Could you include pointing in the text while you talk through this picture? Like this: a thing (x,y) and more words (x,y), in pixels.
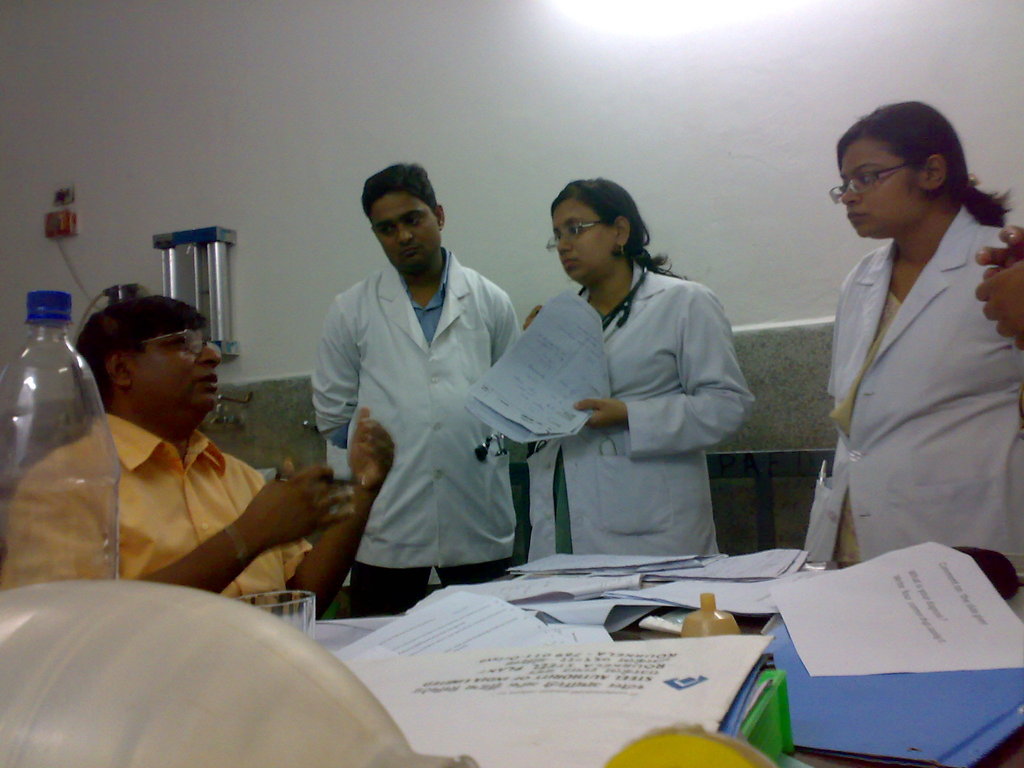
In this image there are group of person (439,435) standing and sitting. The woman (535,463) in the center (629,429) is standing and holding a paper (572,407) in her hand (605,402). In the front (600,676) on the table (547,658) there are paper (521,649), glass (307,612), bottle (114,460). In the background (360,108) there is a wall (266,117) and a water filter (214,265) attached to it.
